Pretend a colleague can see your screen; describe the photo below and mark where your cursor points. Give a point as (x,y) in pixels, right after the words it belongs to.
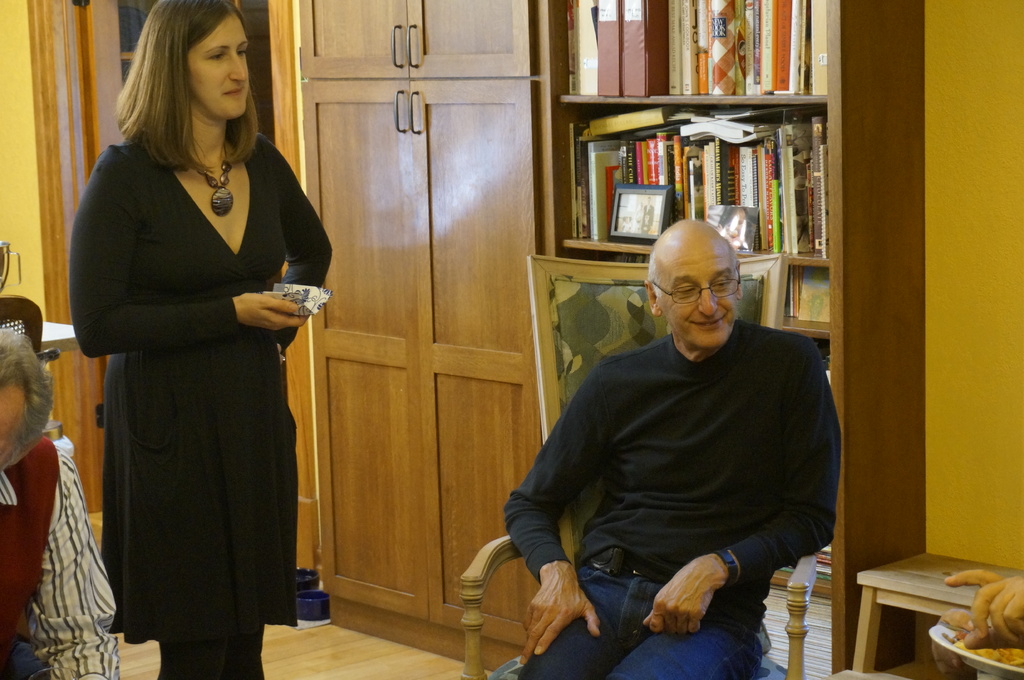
In this picture we can see two persons (55,585) sitting and a woman (130,587) standing, in the background (357,342) there are some cupboards (441,176), on the right side (981,221) there is a rack (863,193) and a wall (967,221), we can see some books (701,150) and files (651,18) on the rack (728,124), at the right bottom (937,604) there is a table (910,577), a woman (280,387) in the middle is holding something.
